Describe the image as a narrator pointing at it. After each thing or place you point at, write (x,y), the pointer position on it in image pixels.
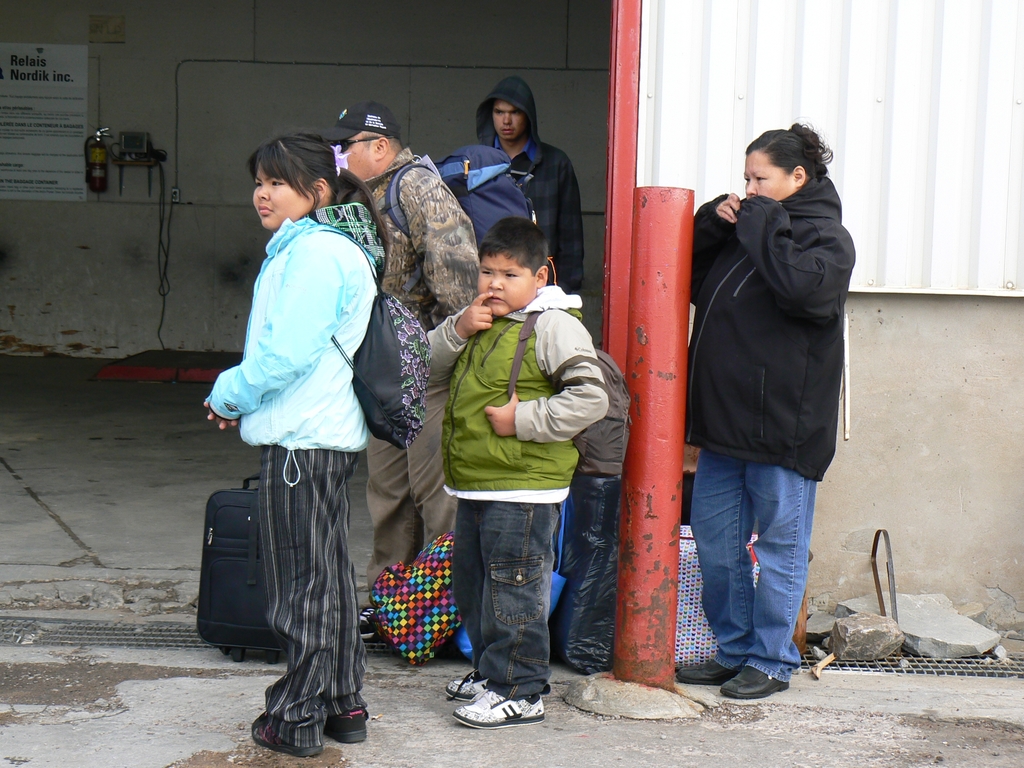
In the center of the image (522,485) we can see people (703,413) standing. At the bottom (371,714) there is a road (367,749) and we can see luggage (435,643) on the road (526,767). In the background (96,145) there is a fire extinguisher (97,185) and a board (83,151) placed on the wall (234,79). In the background (812,96) there is a shed (920,122).
